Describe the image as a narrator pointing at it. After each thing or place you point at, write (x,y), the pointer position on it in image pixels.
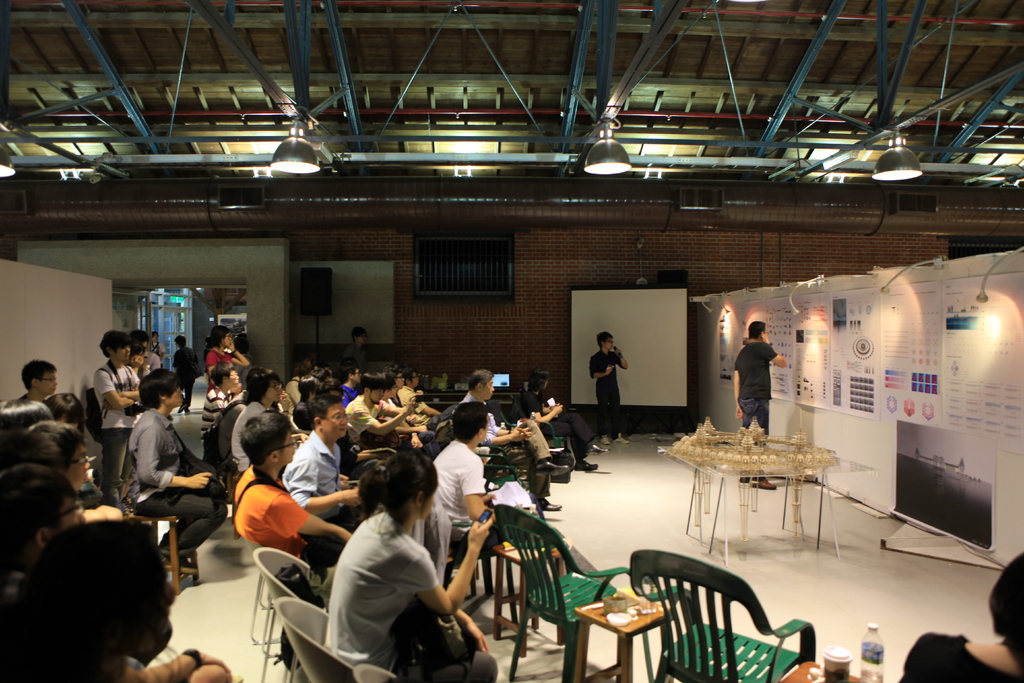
There are group of people (368,475) sitting on the chairs (522,564). These are the charts (824,388) attached to the wall (1023,502). This is a table (738,469) with some object (740,460) placed on it. There are few people (108,459) standing. This looks like a speaker (320,315). These are the lamps (308,164) attached to the rooftop (311,139). This looks like a whiteboard (652,377).
